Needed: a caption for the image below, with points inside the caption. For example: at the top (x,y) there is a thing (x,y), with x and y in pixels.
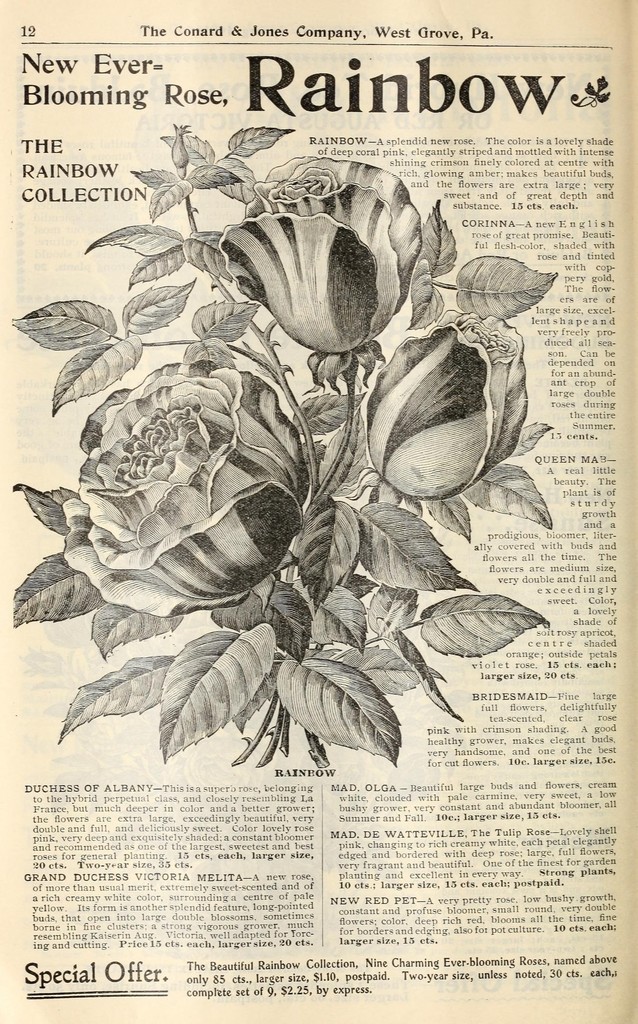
In this image we can see a paper (367,650). On the paper (379,993) we can see picture (367,272) of flowers (150,593) and leaves (285,646). There is text (420,815) written on it.
